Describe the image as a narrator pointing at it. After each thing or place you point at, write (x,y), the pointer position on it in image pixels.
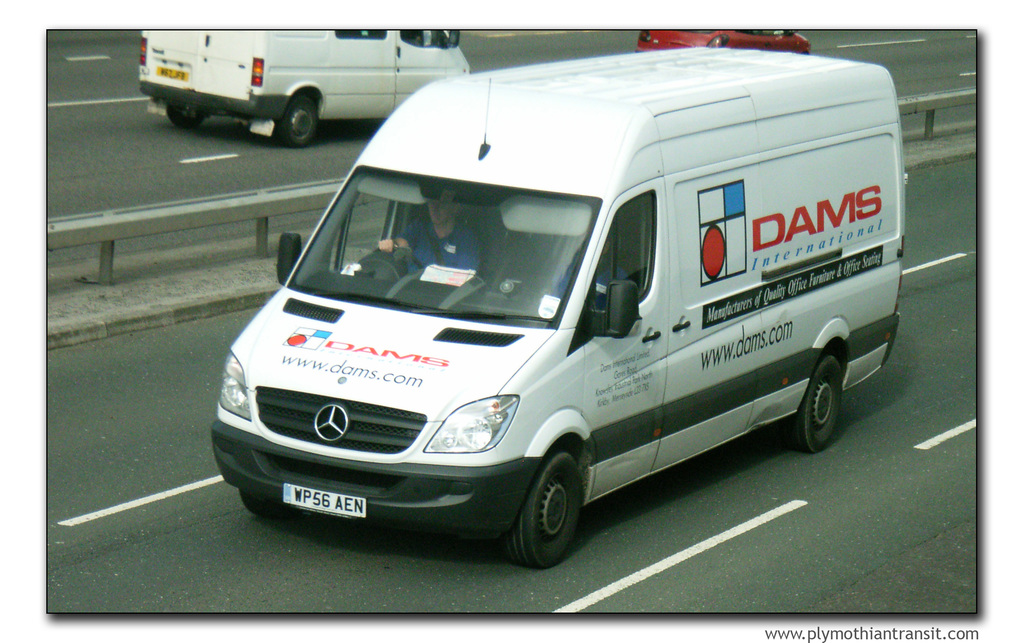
There are roads (186,173). On the roads (501,41) there are vehicles (421,84). Inside the vehicle (464,229) there is a person (450,248). On the vehicle (448,366) there is something written. Also there are logos (320,340). Between the roads (301,173) there is railing (193,223). In the right bottom corner (781,635) there is a watermark (909,630).
